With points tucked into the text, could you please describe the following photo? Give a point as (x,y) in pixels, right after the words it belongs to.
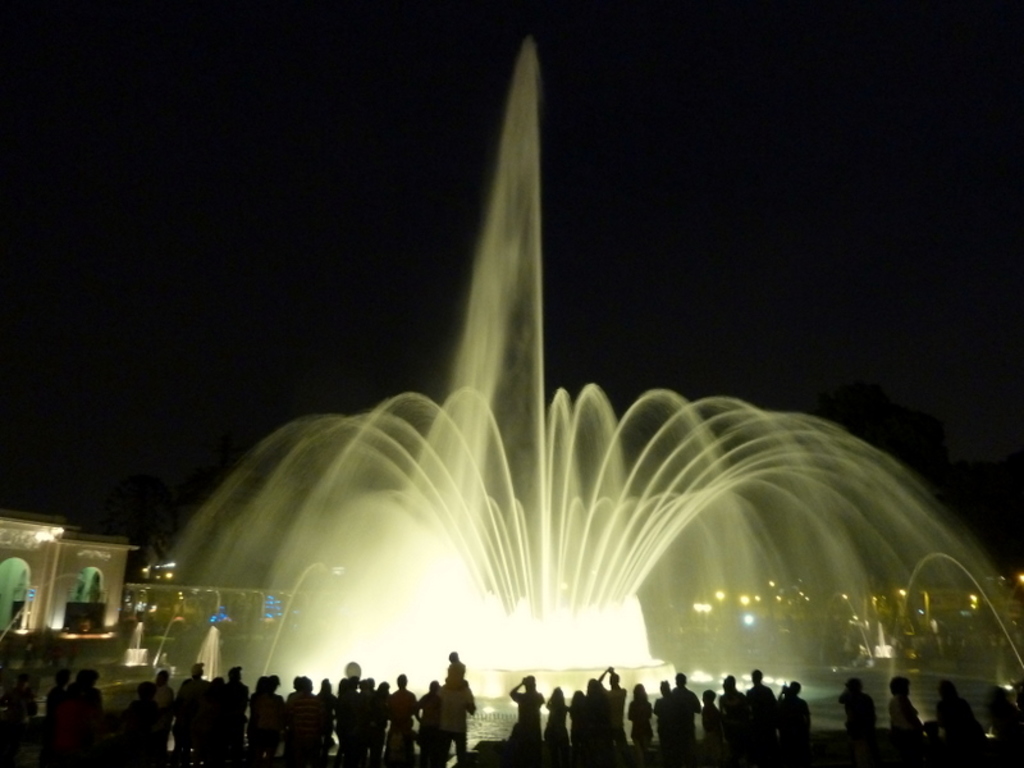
We can see group of people (431,708) standing and we can see water fountain (494,571) and lights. Background (130,474) it is dark.
